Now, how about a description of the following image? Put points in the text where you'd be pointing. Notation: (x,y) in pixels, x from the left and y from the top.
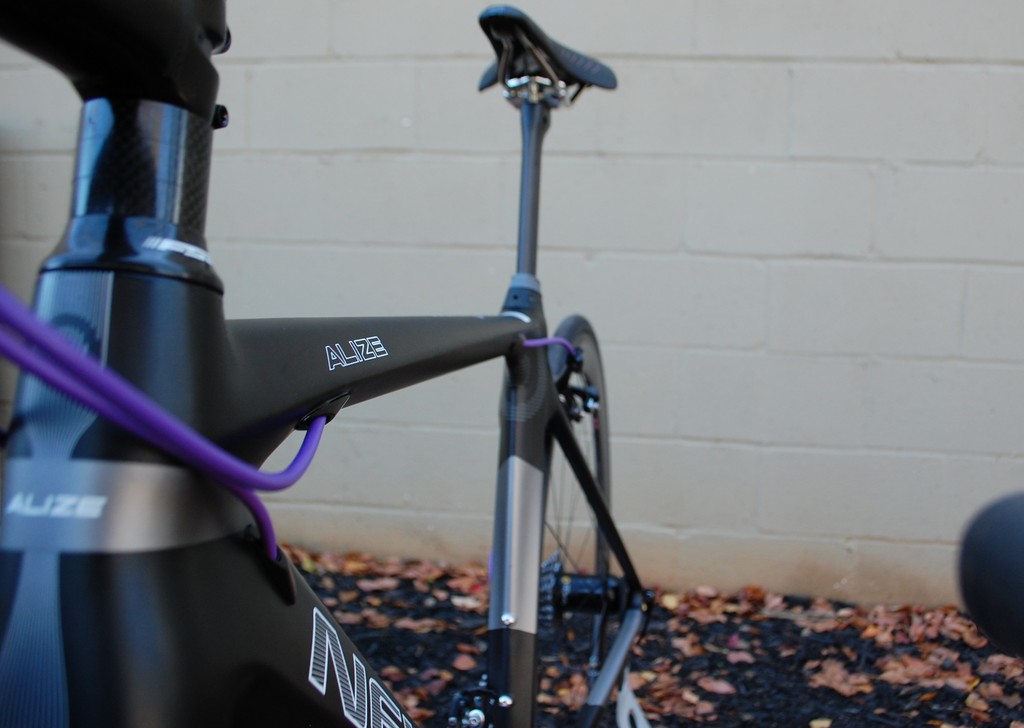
In this image we can see a bicycle (600,674) parked on the ground (732,721), we can also see some dried leaves (972,687). At the top of the image (774,97) we can see a wall (709,239).
